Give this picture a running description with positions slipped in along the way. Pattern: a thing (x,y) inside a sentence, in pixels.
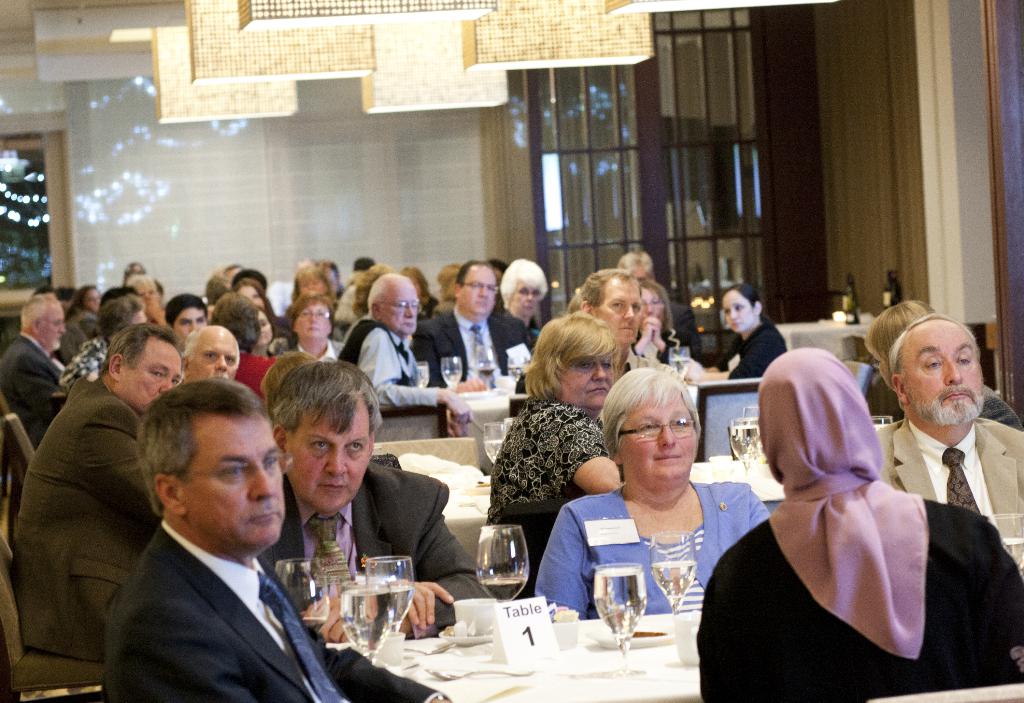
in this picture there are many people (316,441) sitting in front of a table (594,669), on the table (624,689) there are many glasses (629,648).
